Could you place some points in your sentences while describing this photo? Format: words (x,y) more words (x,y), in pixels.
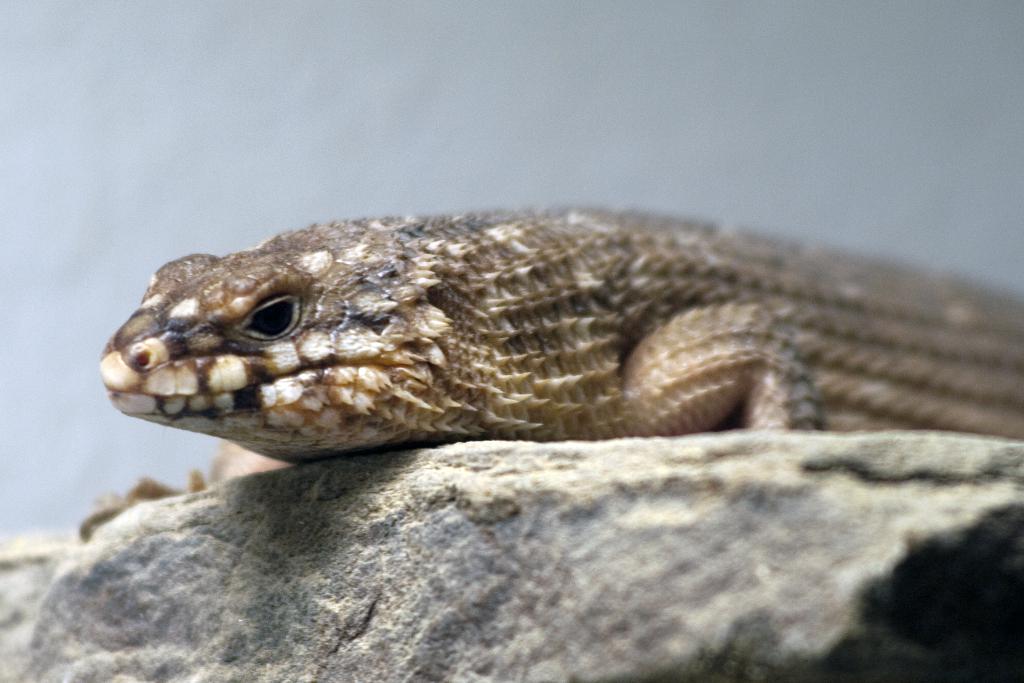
In this picture, we see a reptile (421,268). At the bottom (257,581), we see the rock (394,601). In the background (469,148), it is white in color and it might be a wall (182,140).
